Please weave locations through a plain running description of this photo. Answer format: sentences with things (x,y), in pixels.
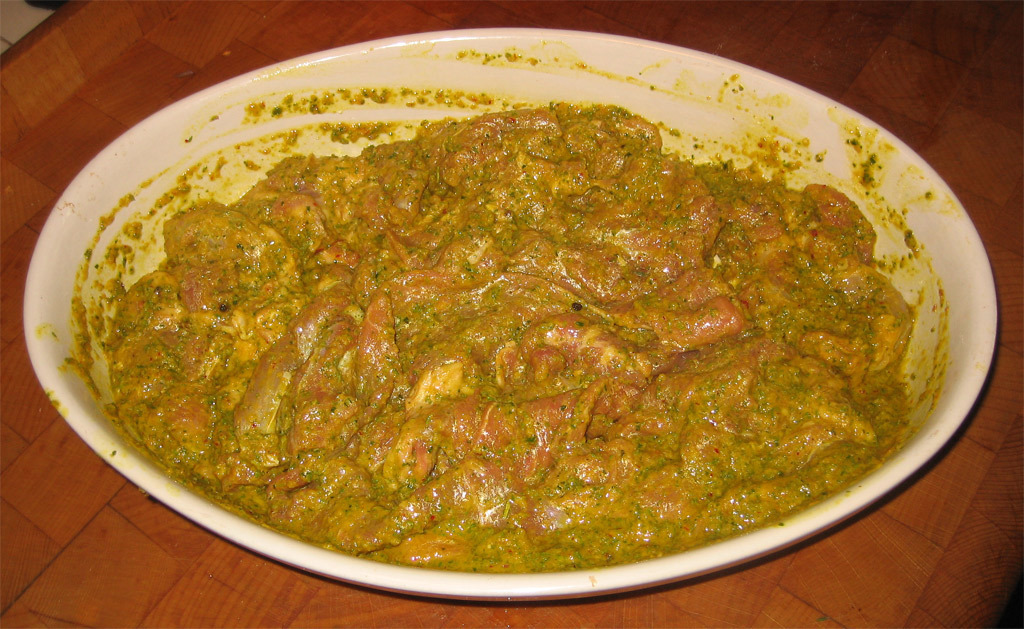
In this image there is a food item (492,293) in a white color bowl (821,162), on the table (20,192).
